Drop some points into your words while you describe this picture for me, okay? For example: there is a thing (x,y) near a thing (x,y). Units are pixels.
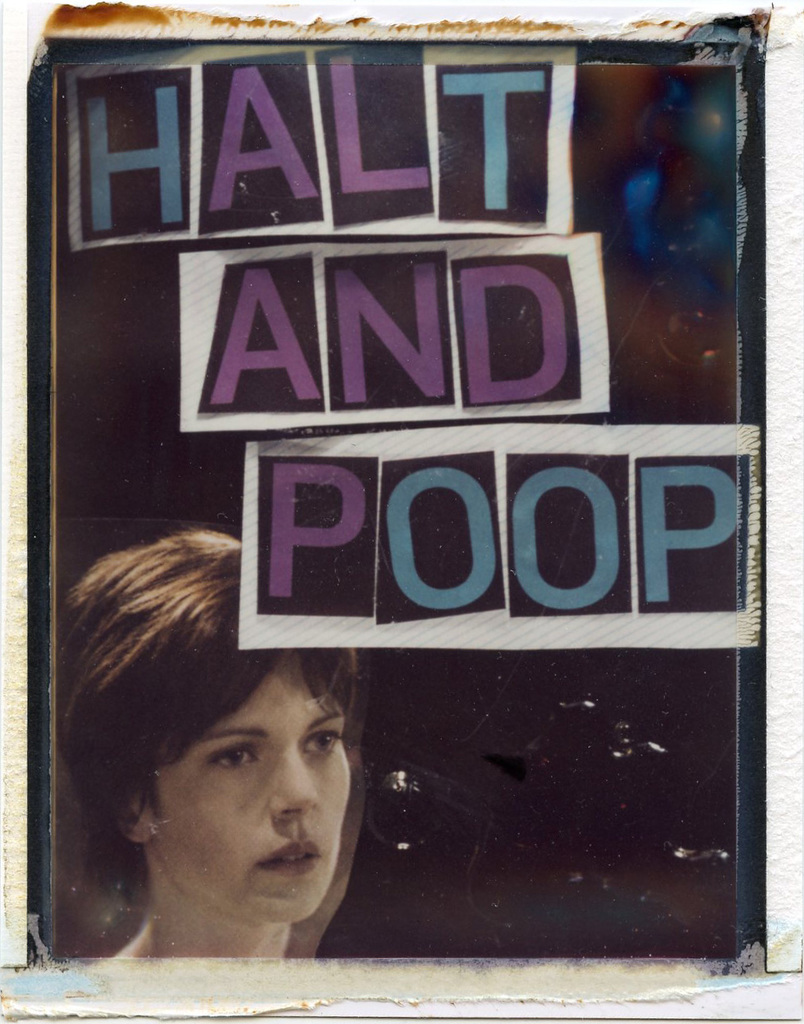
In the image we can see the poster (412,443), in the poster (476,483) we can see the picture (263,785) of the woman (250,712) and the text (386,353).
